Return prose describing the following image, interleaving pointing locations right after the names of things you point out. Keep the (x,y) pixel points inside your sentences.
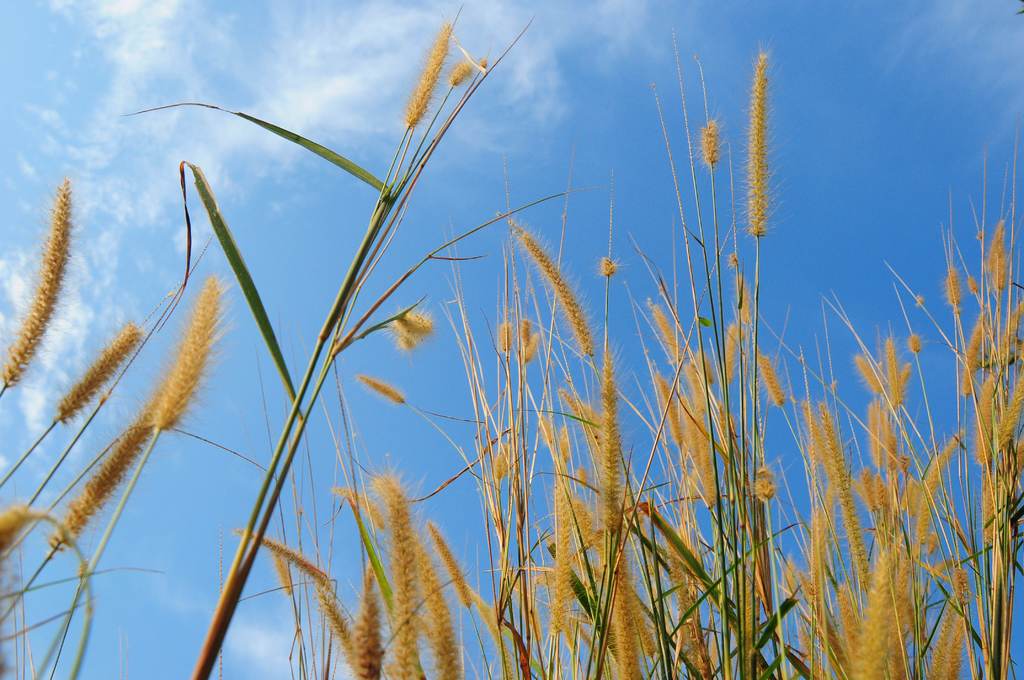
In this picture we can see the brown color wheat plants (404,536). Behind there is a blue sky (446,209).
